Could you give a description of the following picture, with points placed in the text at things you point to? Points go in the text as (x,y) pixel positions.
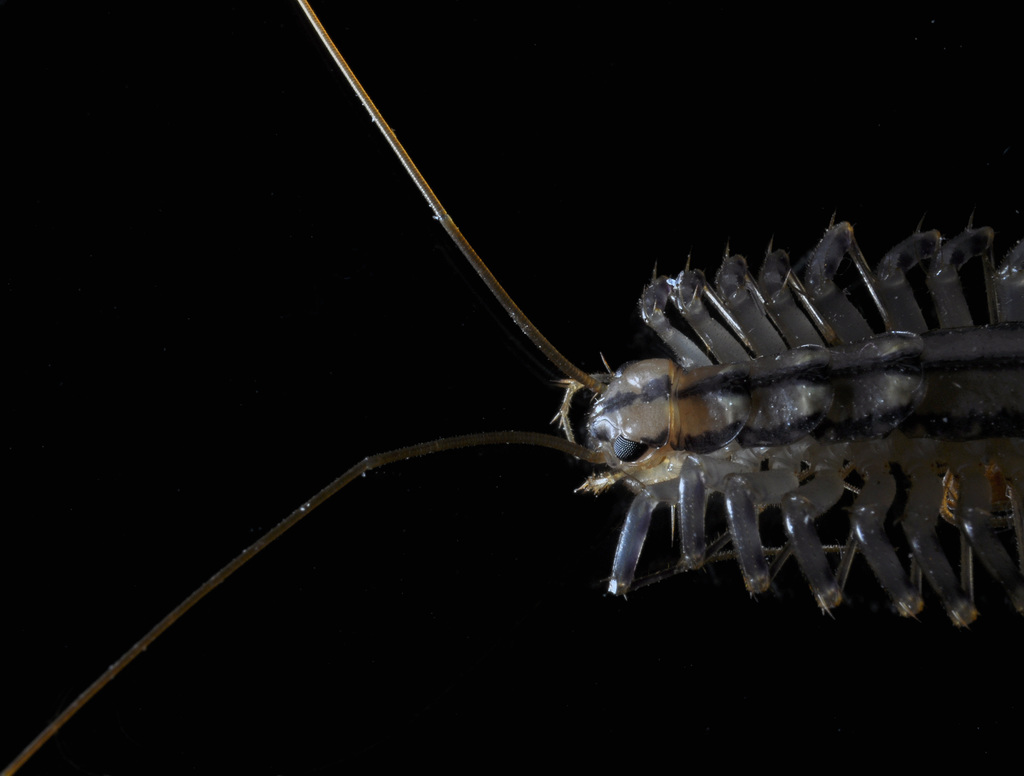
In this picture we can see an insect (521,433) and in the background (431,390) we can see it is dark.
